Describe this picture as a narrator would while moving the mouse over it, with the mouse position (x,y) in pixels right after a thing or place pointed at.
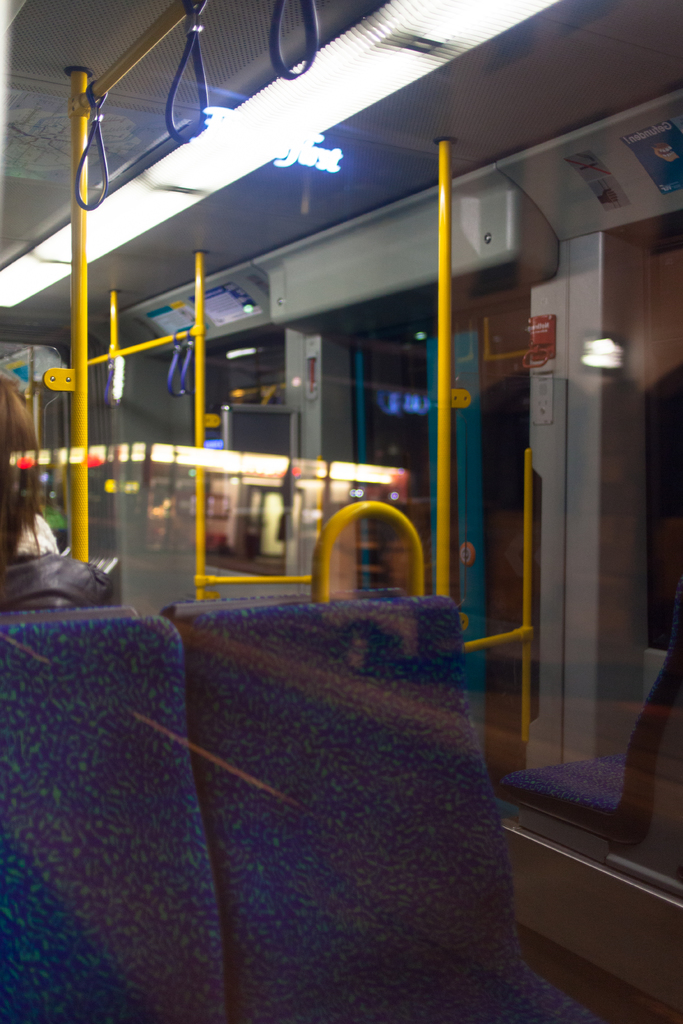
In the foreground of this image (259,896), through the glass (394,817), we can see seats (126,713), a woman (90,586) sitting on the seat (20,826), few yellow colored poles (80,349), glass windows (452,524) and the door (471,404). On the top (276,31), there are few hand holding objects (101,123) and lights (339,99). We can also see the reflection (134,449) of lights (340,476) in the glass (249,514).
